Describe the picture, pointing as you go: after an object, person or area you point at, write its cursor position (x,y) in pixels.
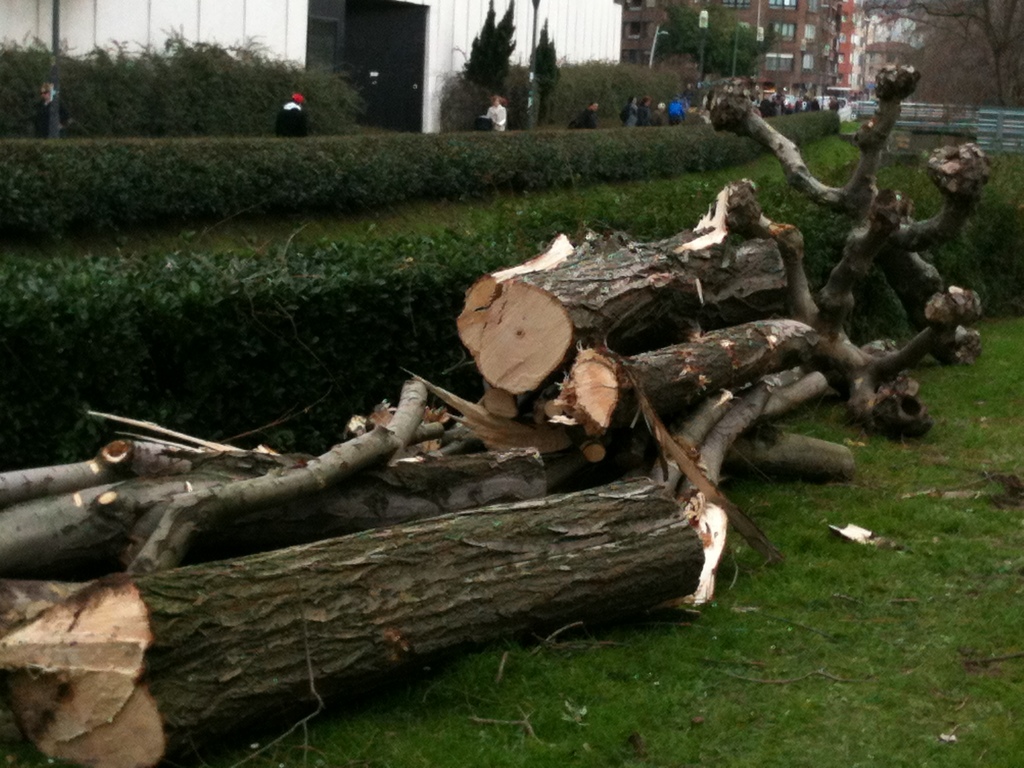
This is an outside view. Here I can see many trunks (490,494) on the ground (630,699). In the background (274,126) there are many plants (354,180) and also I can see the people (285,132) walking. At the top of the image (613,28) there are many trees (941,73) and buildings (745,5). On the ground (789,669), I can see the grass (832,698).
